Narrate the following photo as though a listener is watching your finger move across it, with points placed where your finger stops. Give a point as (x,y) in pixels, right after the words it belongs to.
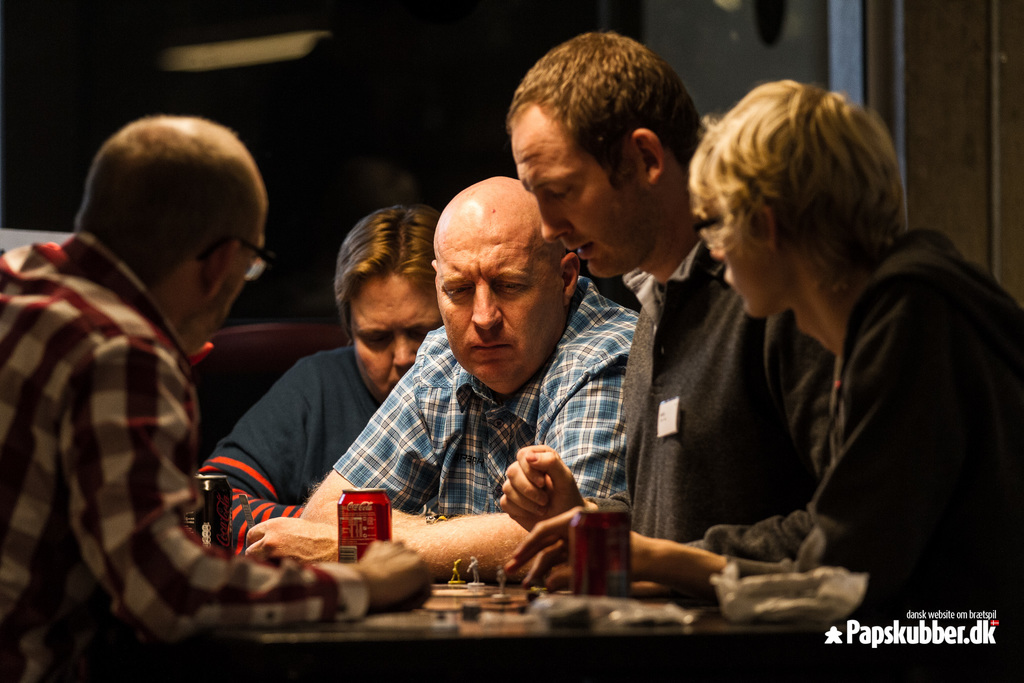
In the given image i can see a people (521,488) and few objects (598,574) on the table (602,621).
